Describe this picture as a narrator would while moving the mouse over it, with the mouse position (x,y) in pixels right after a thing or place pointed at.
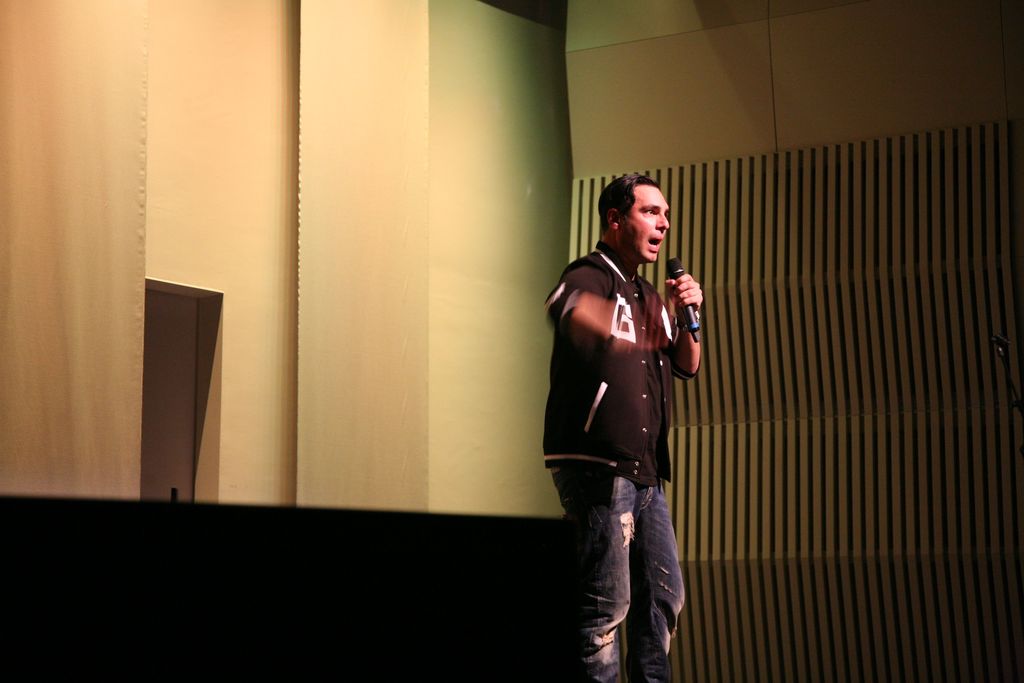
In this image we can see a person (615,392) wearing black color shirt (622,428), blue color jeans (637,625) standing and holding microphone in his hands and in the background of the image (157,252) there is wall (365,216).
